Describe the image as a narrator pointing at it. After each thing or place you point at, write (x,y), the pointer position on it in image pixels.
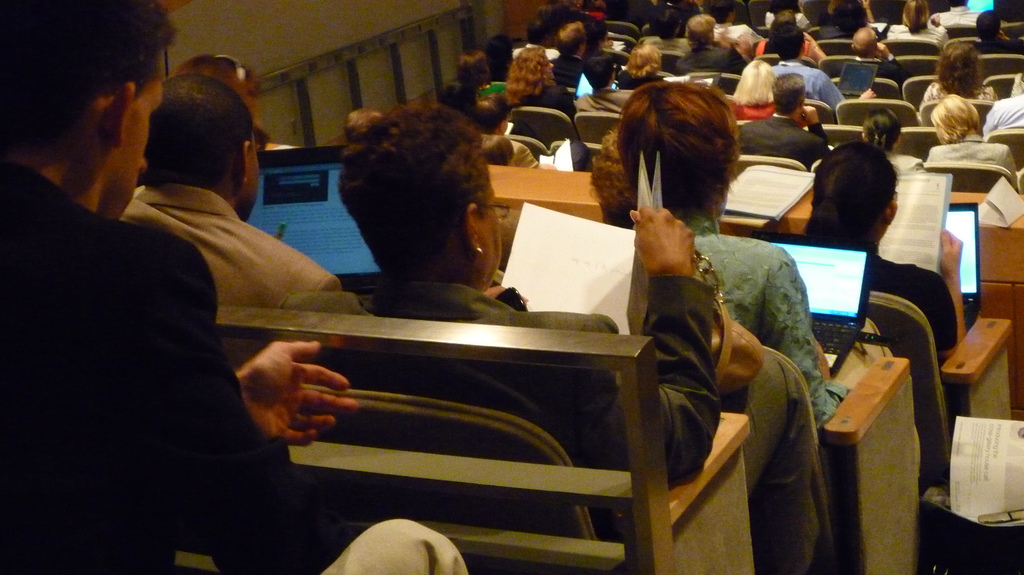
People (563,106) are sitting on chairs (931,47). In-front of them there are tables (984,259), on these tables (990,278) there are laptops (954,220). Few people (405,294) are holding books (581,275).
